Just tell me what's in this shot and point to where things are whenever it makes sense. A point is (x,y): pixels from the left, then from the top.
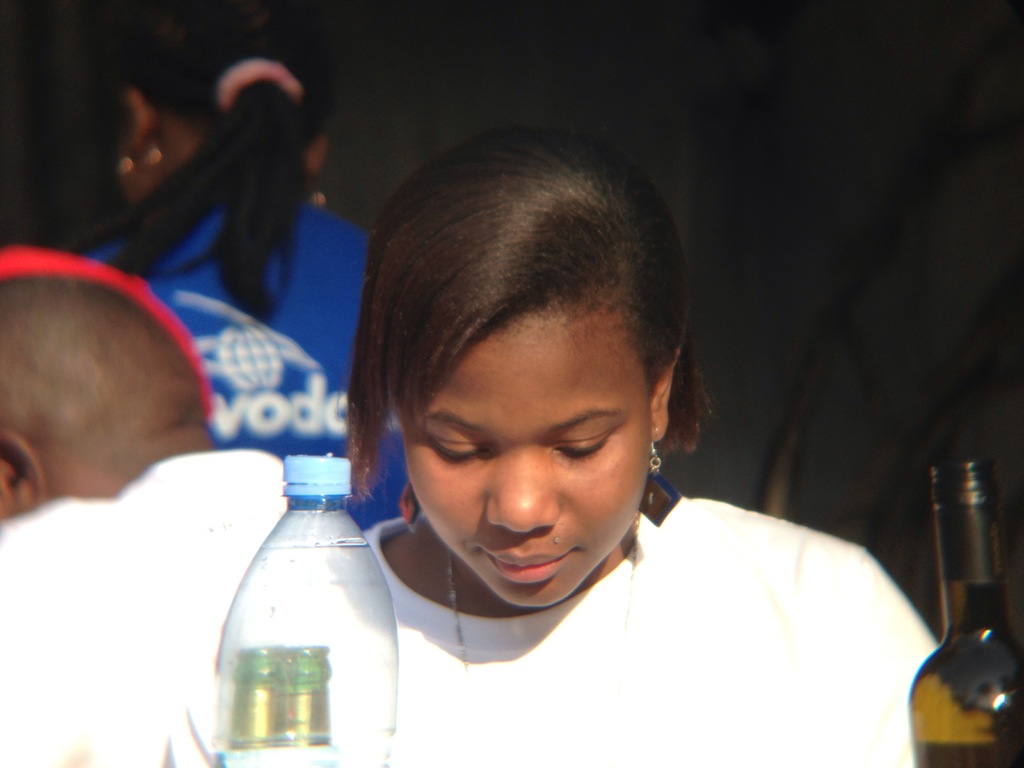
A woman (498,336) is sitting at a table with few bottles (308,745) on it.
